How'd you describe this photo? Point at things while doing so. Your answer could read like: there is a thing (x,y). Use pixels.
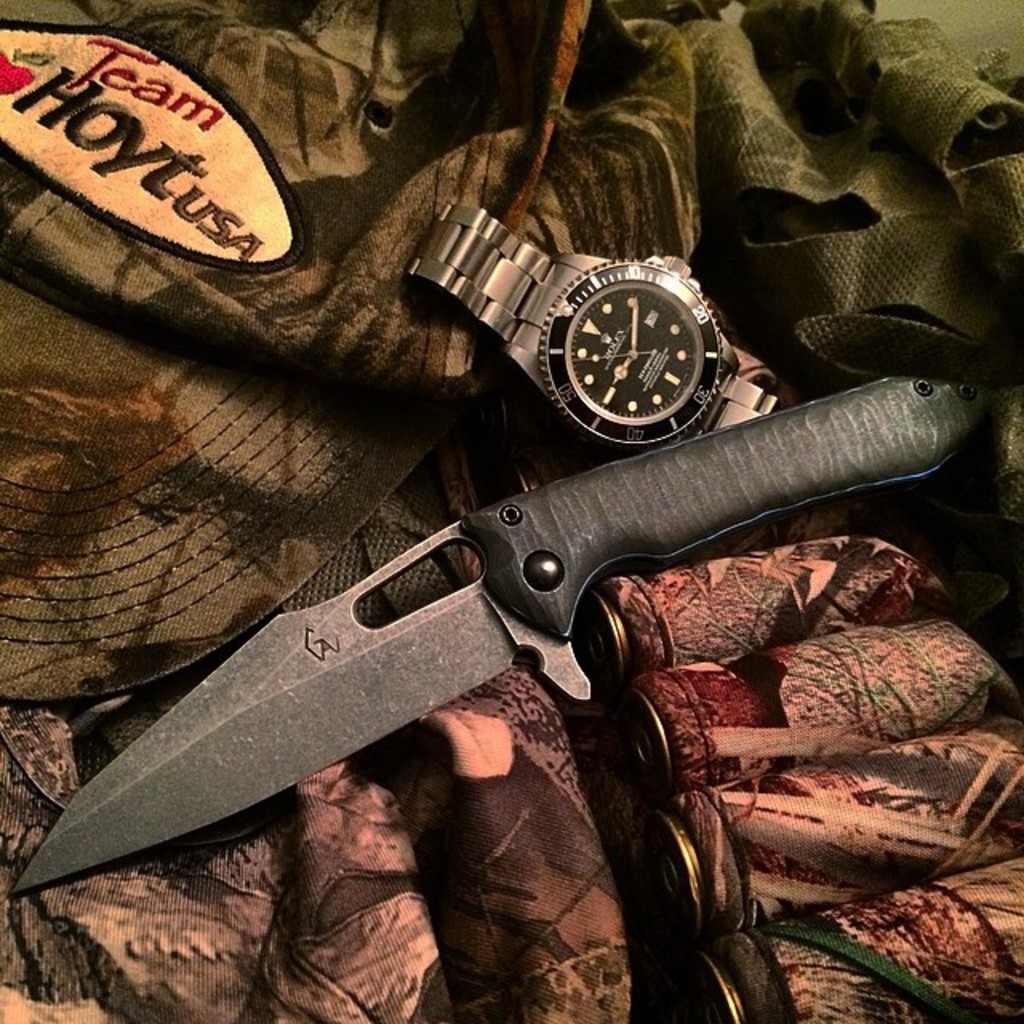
In this image I can see a knife (294,655) and watch (679,378) on some cloth (269,507) and the cloth (324,409) is in green color.
